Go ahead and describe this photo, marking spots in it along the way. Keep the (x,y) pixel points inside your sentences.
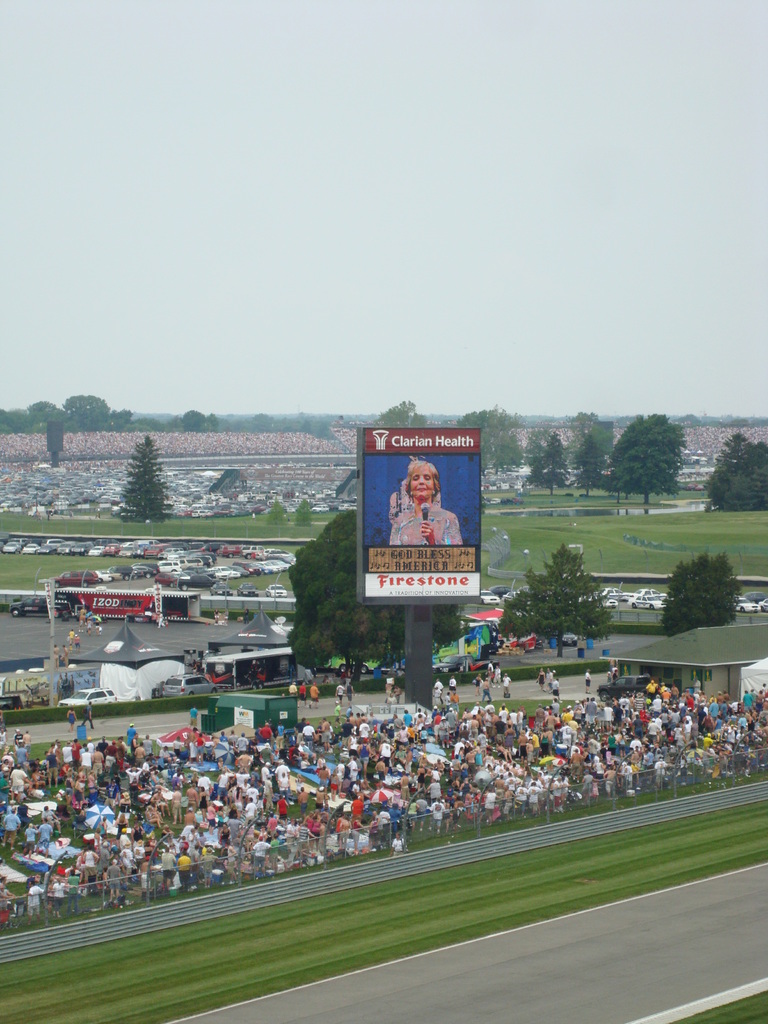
In this image we can see a few people (318,736) are standing, there is a big hoarding (442,511) with a person image (446,522) and text (452,583) written on it, there are some vehicles (206,574), trees (484,425) and houses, in the background (668,201) we can see the sky (594,304).
